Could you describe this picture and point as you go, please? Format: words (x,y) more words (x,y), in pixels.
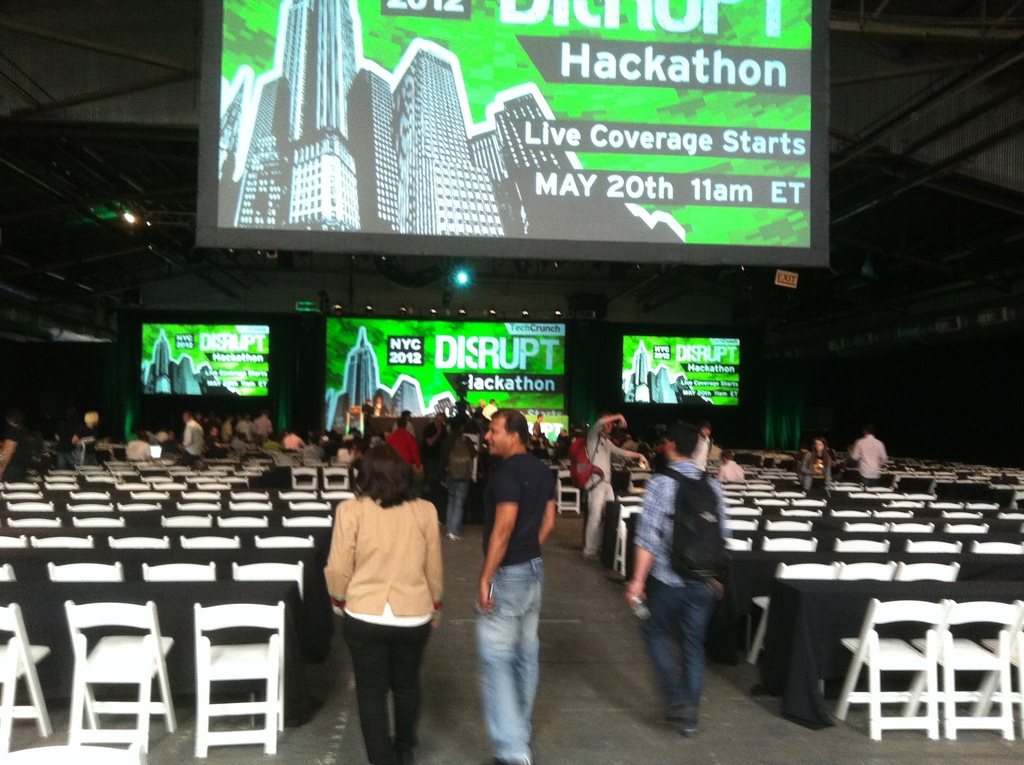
In this image we can see some people (494,507) standing. We can also see some people (350,443) sitting on the chairs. Image also consists of many empty chairs (899,517) and also the tables (309,609) which are covered with black color clothes (247,589). We can also see the hoardings (692,68) with text (681,62). We can also see the lights (370,309) and also the roof (105,124) and at the bottom (608,685) we can see the surface (738,742).
